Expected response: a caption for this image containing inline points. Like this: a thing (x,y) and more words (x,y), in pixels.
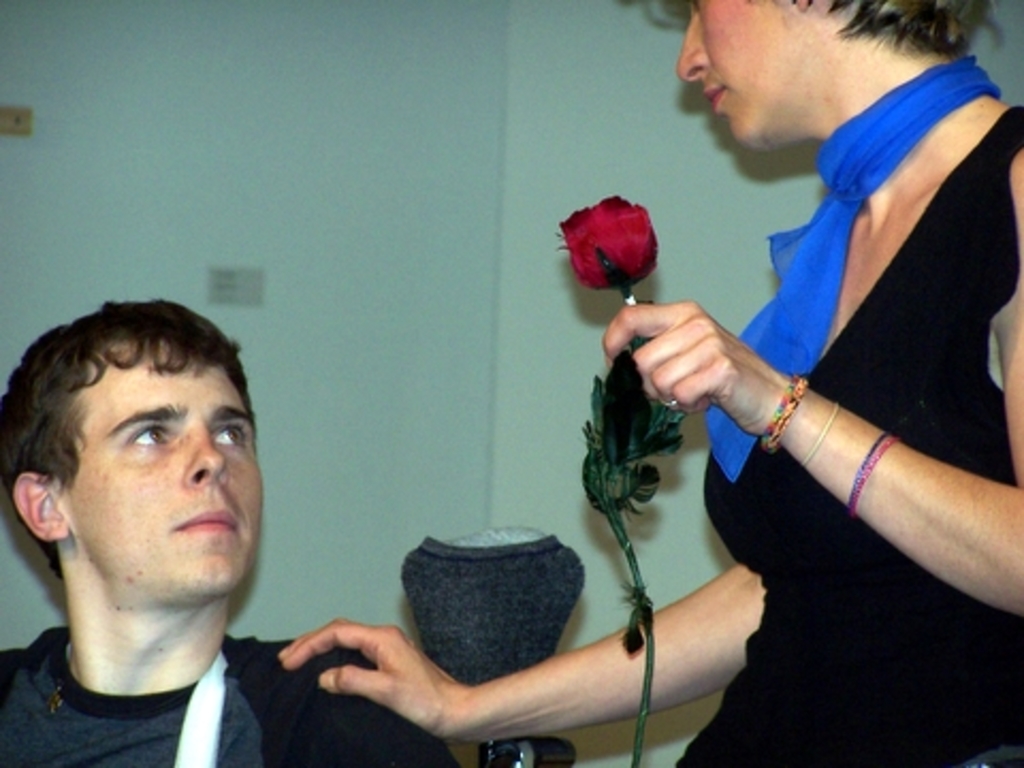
Here in this picture on the right side (795,394) we can see a woman (838,350) standing and we can see she is holding a rose flower (626,268) in her hand (623,326) and we can see she is wearing a scarf (872,155) on her neck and in front of her we can see a person (212,630) sitting over there.
